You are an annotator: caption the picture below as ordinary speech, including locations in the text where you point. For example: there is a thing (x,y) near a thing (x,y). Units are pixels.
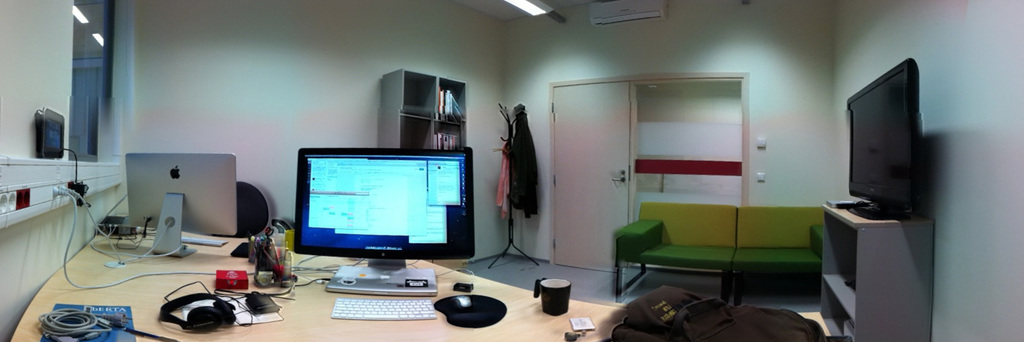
In this picture we can see a table (163,298), table (157,287) consist of a monitor (354,227), one keyboard (423,309) and mouse (463,301) on the right side of the table (538,311) there is a cup (554,303), on the left side of the table (165,329) we can see one more monitor (181,213) and a headset (204,298) here, on the right most of the image (873,177) we can see a television (887,167) and in the background (614,156) can see a door (617,144), on the left side of the image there is a cupboard (423,114), on the corner of the room (418,115) we can see some clothes (528,151), on the left most of the picture (109,109) there is a window (79,124).
